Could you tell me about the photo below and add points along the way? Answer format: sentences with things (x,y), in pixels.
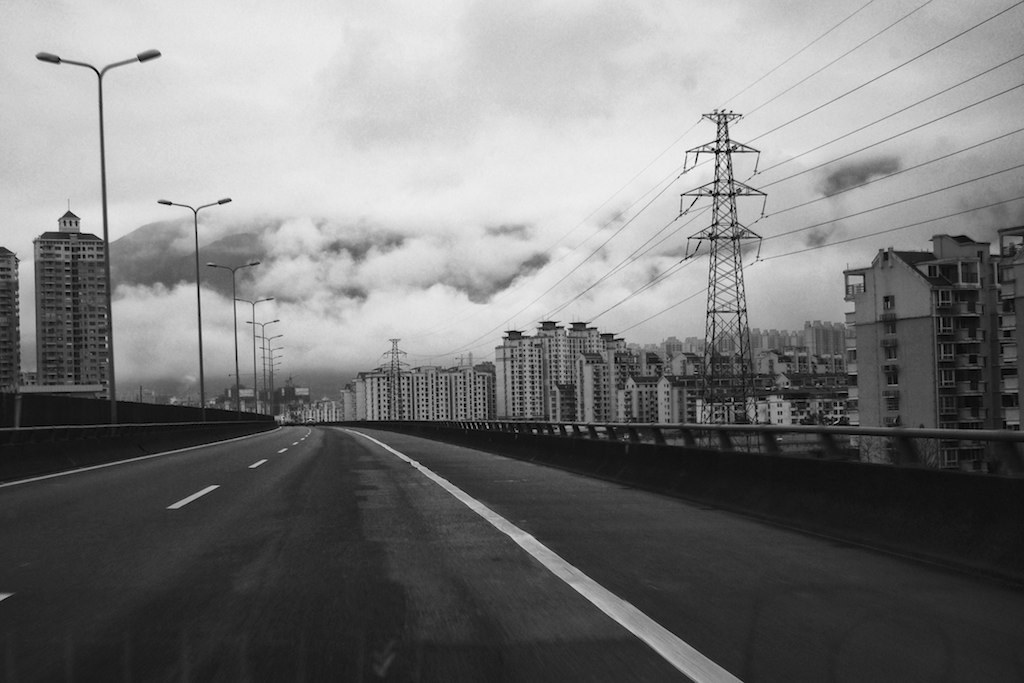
In this picture there is a road bridge (293,523). Behind there are many white color buildings (735,368) and a metal pole (716,254) with cables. On the left side (280,348) we can see many street lights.
